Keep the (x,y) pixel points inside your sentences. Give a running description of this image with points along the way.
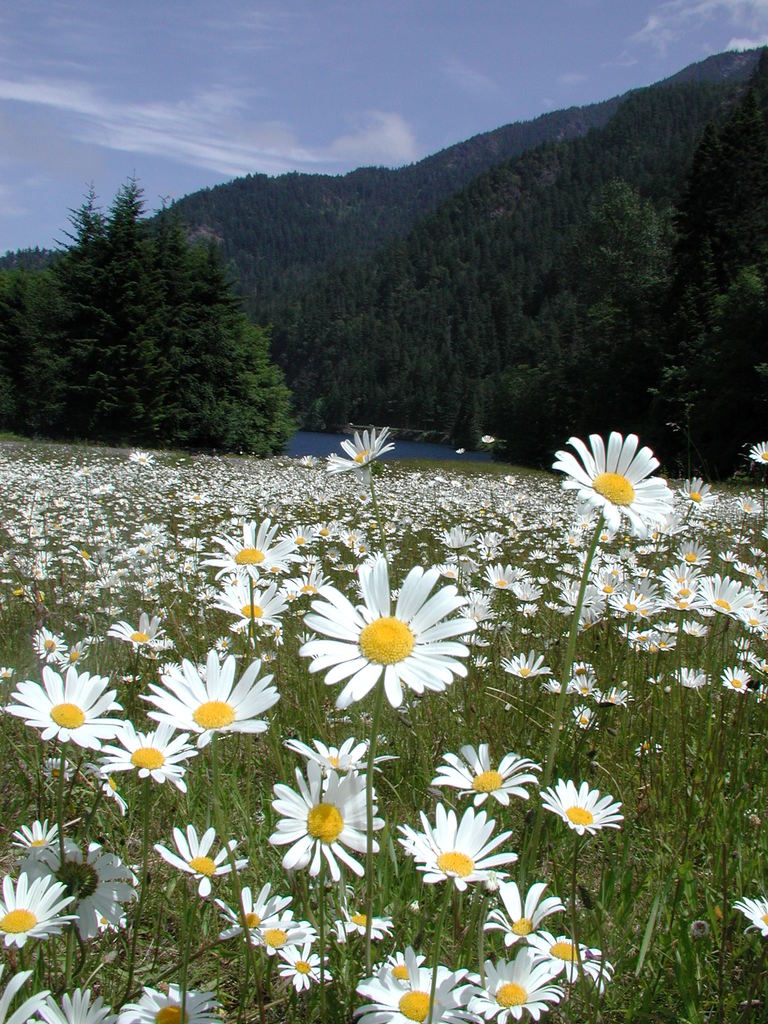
In this picture I can observe white and yellow color flowers (352,630). In the middle of the picture (441,446) I can observe a lake (428,446). In the background (344,424) there are trees (517,273), hills (471,267) and some clouds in the sky (273,81).
